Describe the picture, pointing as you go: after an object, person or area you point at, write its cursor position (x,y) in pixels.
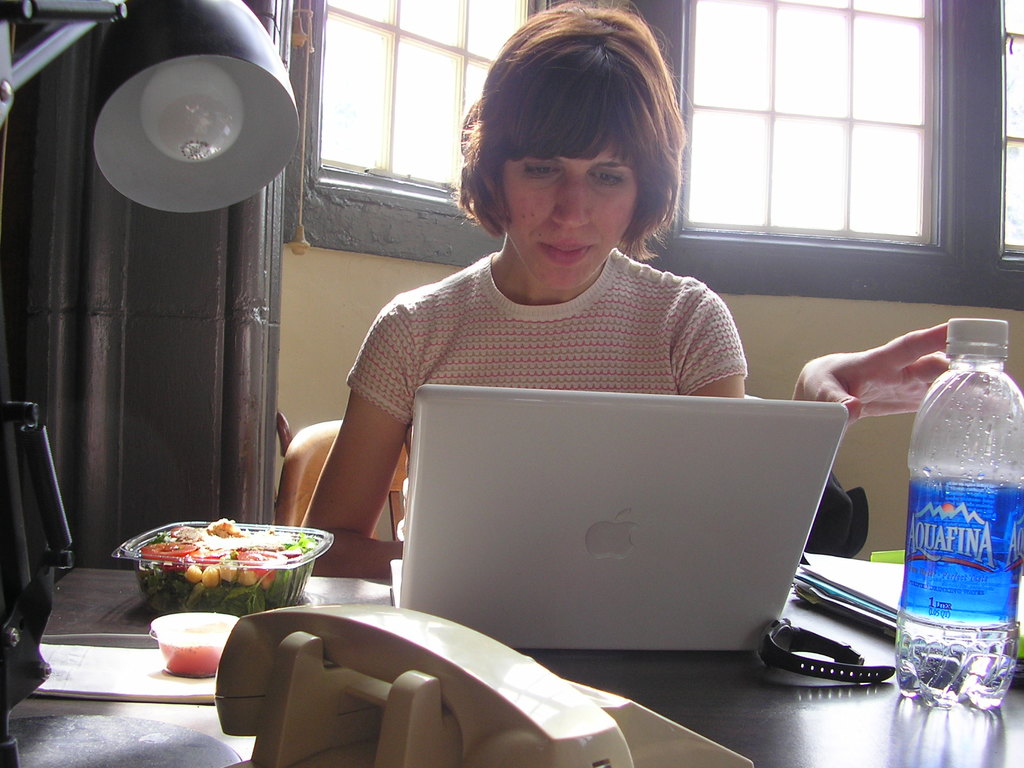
In the middle (387,351) a woman (416,288) is sitting on the chair (395,496) and working on the laptop (438,514) behind her there is a window (370,142) on the right side (953,549) there is a water bottle (940,554) and in the left side (184,182) there is a lamp (176,184).
